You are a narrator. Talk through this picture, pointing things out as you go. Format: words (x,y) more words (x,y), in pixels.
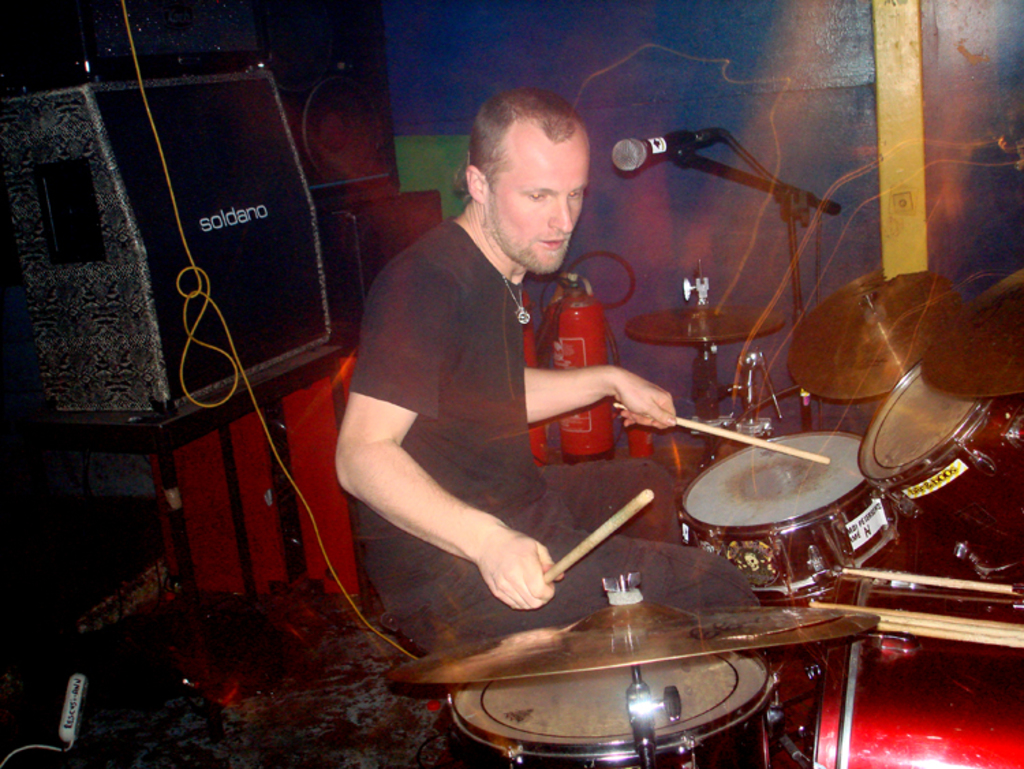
In this picture we can see a man (502,189) sitting, holding sticks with his hands (515,540) and in front of him we can see musical instruments (813,389), mic (726,131) and in the background (396,205) we can see speakers (390,230), fire extinguisher (588,302), cable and some objects (296,526).
